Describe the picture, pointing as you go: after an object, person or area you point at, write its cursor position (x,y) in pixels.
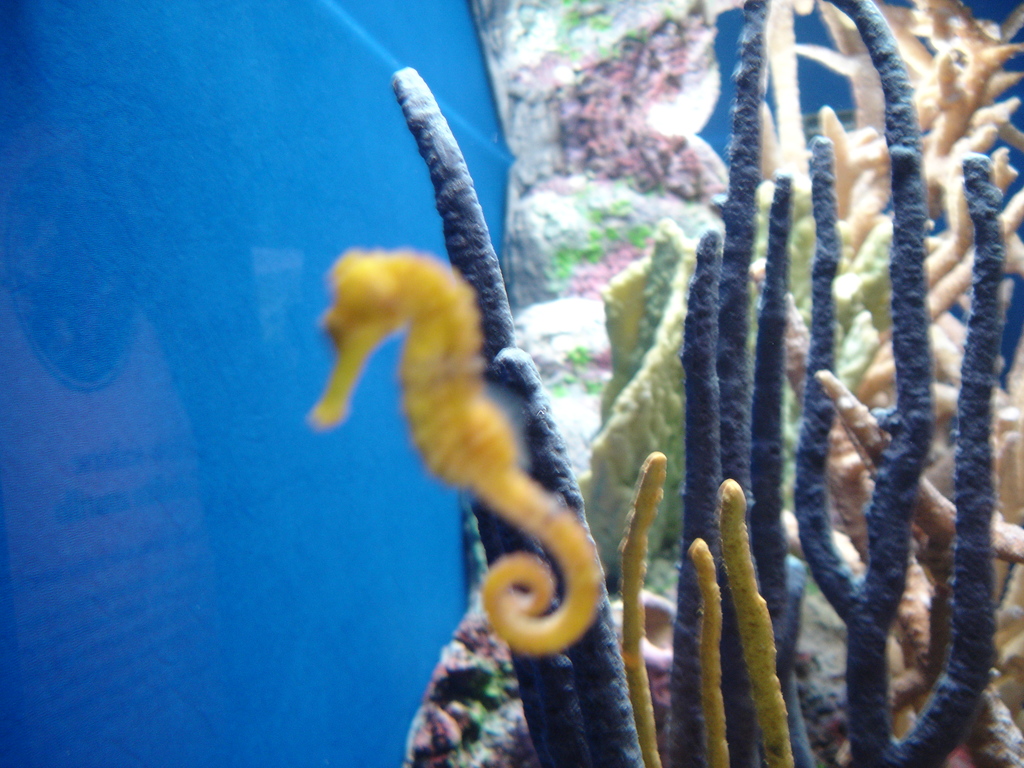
In this image we can see there are a few water plants (621,470) in the water (63,659).
